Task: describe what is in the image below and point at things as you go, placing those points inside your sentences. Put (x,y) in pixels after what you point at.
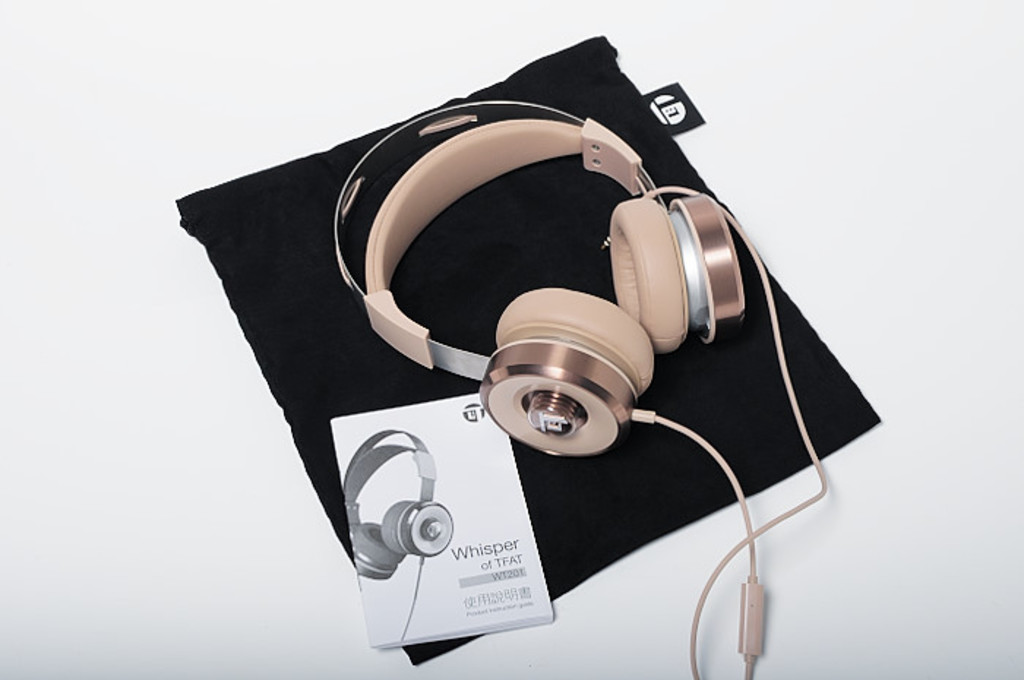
There is headphone (588,313), manual (400,431) on a black color cloth (455,274) in the foreground (475,334).
